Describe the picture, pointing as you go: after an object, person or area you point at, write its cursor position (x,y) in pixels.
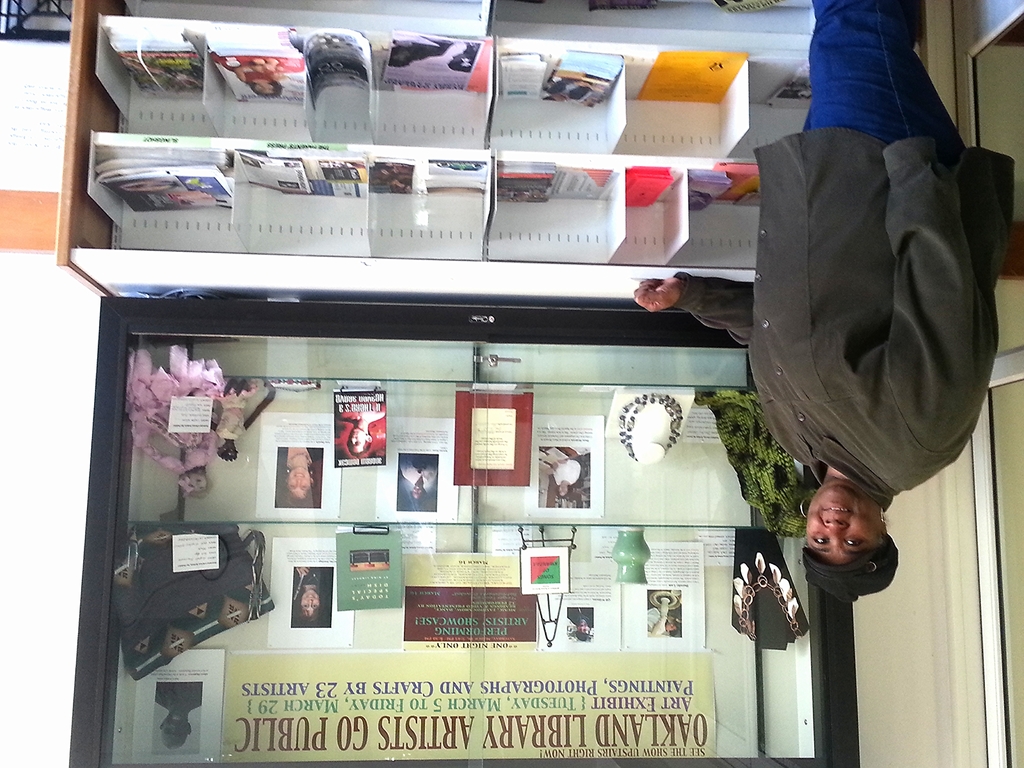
A person (852,350) is standing. This person (840,280) wore jacket (813,368) and cap (855,579). In these racks (452,205) there are books (733,171) and papers (415,63). In this glass cupboard (207,467) we can see jewelry (668,401), toy (187,439), bag (203,583), books (377,567), papers (299,578) and things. This is banner (442,708).
